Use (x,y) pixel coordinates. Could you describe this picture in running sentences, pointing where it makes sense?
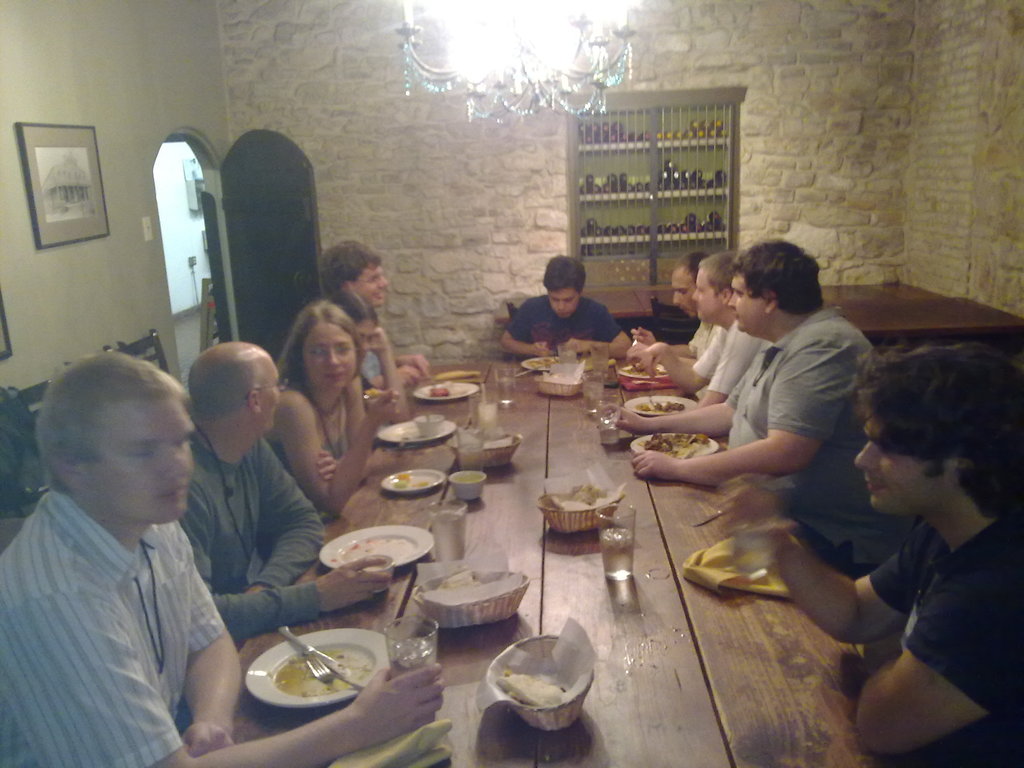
In this picture i could see some persons (825,490) sitting around the table (431,373) and having lunch (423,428). I could see plates (407,542) spoons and forks (317,668) and bowls (536,667) and glasses (620,550) filled with water (620,554) and some food (681,445) in the plate (665,442). In the back ground (694,175) i could see the bottles (680,184) placed in the cupboard (674,151) chandelier (564,50) hanging over from ceiling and wall frames (63,175) on the wall (68,113) and door (285,216) opened.
